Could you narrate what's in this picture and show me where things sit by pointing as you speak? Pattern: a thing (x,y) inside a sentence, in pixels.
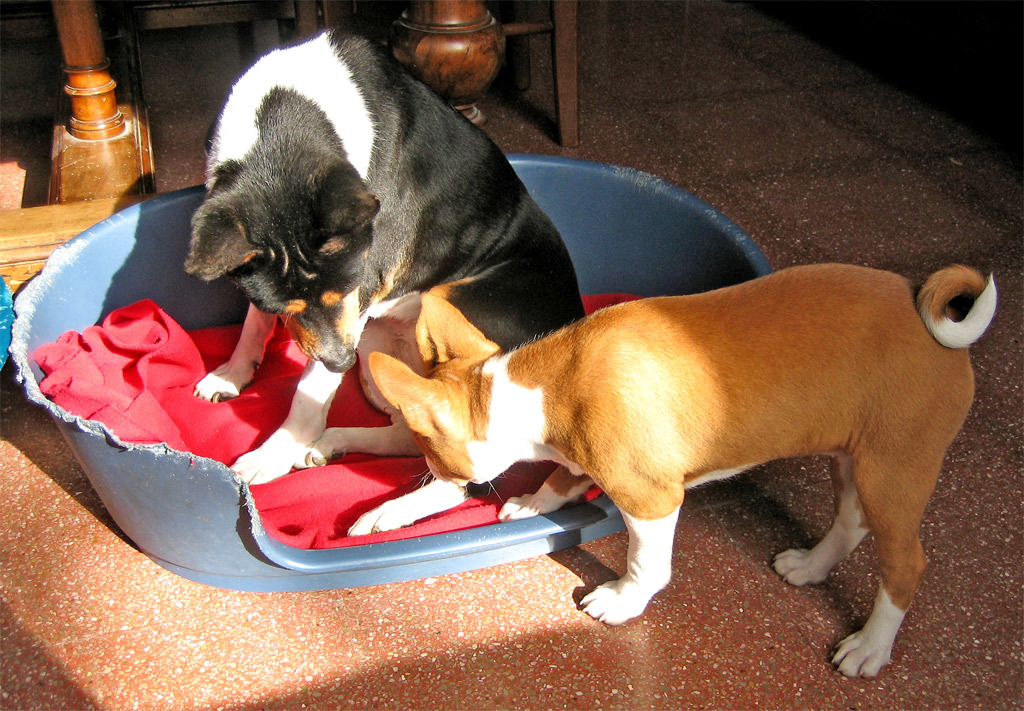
In this image we can see two dogs (363,293) and among them a dog (365,244) is sitting on a red cloth (331,476). The cloth (325,480) is placed in a tub (546,532). At the top (63,222) we can see wooden objects (81,215).
